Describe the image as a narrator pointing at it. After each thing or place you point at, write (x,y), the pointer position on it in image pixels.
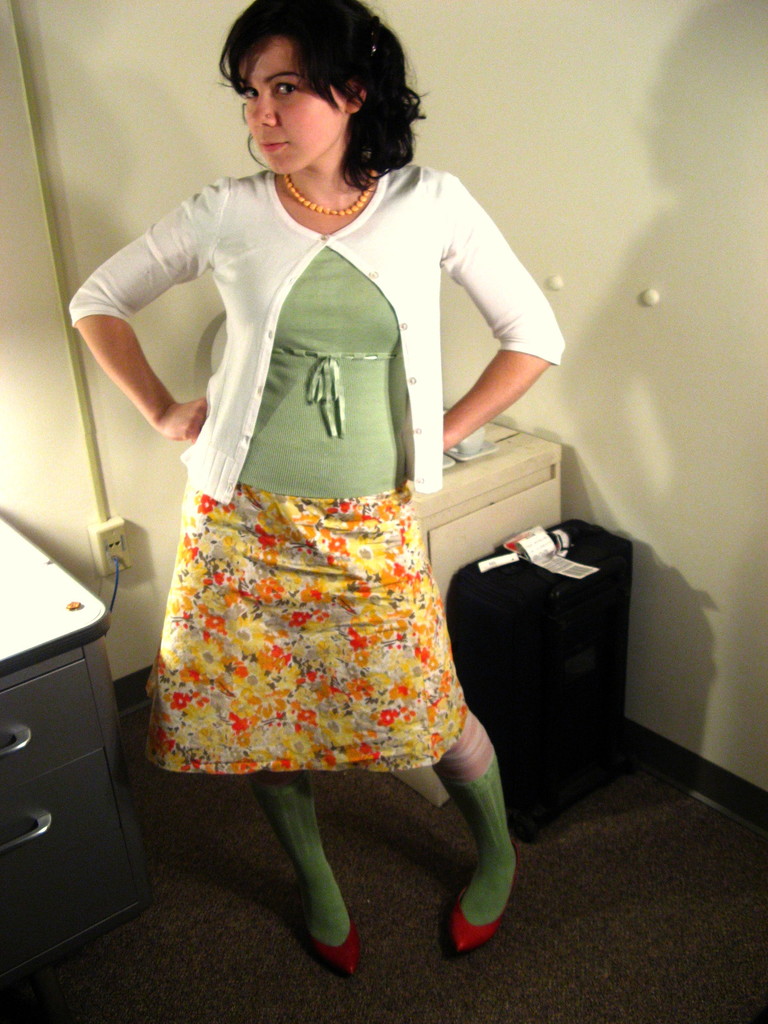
In this image we can see woman (487,927) standing on the floor (350,826). In the background (44,122) we can see pipeline (99,509), power socket (114,563), cable (114,563), cupboards (54,719), walls (635,544) and suitcase (539,688).
